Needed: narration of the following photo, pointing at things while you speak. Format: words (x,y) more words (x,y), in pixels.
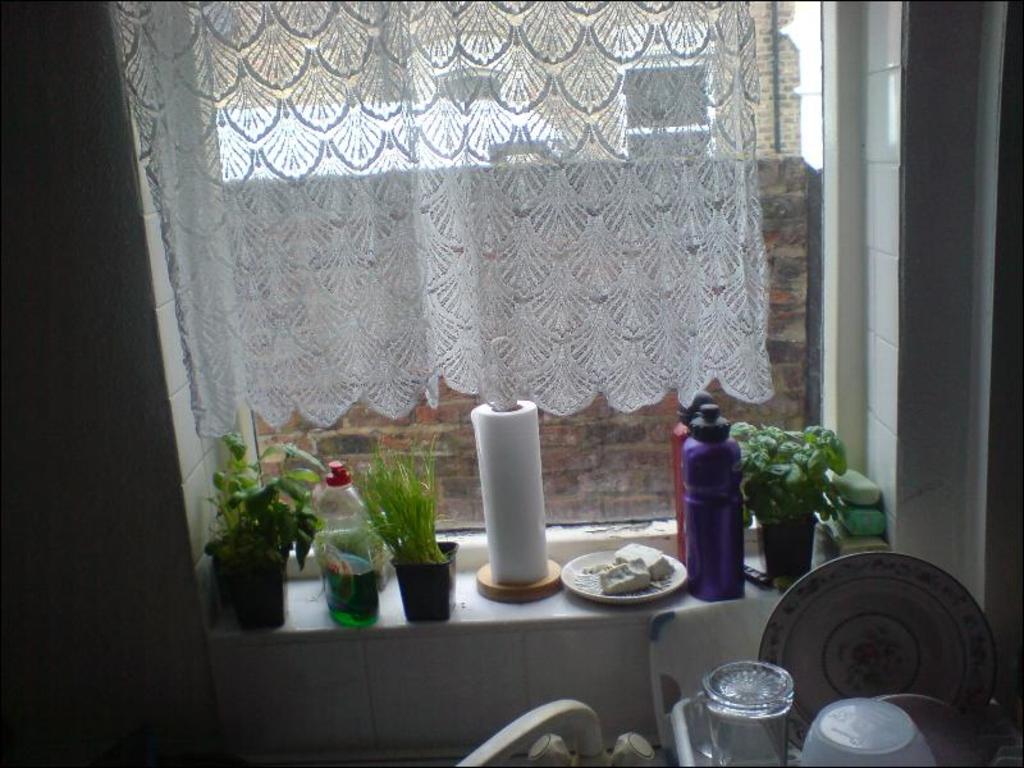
In a room (937,405) there is a window (855,167) with the curtain (410,248) with the flower pots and some bottles (698,551) along with the tissue roll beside that there is a table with glass plates (964,647) and bowls (872,763) in it.
